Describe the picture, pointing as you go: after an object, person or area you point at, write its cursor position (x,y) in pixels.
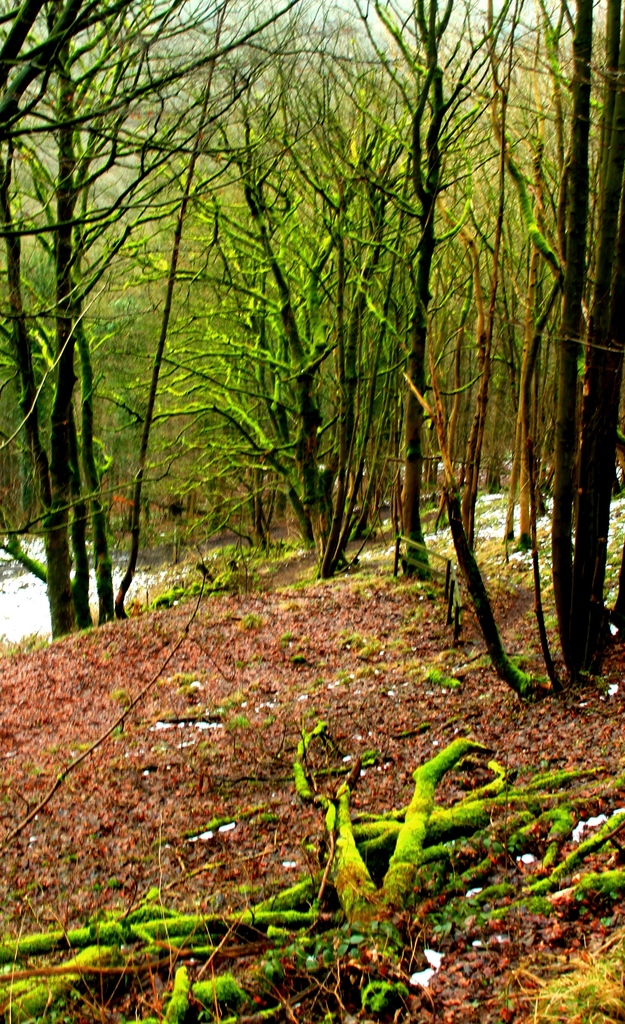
In this image there are tall trees (309,321) in the middle (354,459). At the bottom (299,796) there is a ground (278,863) on which there are tree stems (301,896) and dry leaves (55,685).
